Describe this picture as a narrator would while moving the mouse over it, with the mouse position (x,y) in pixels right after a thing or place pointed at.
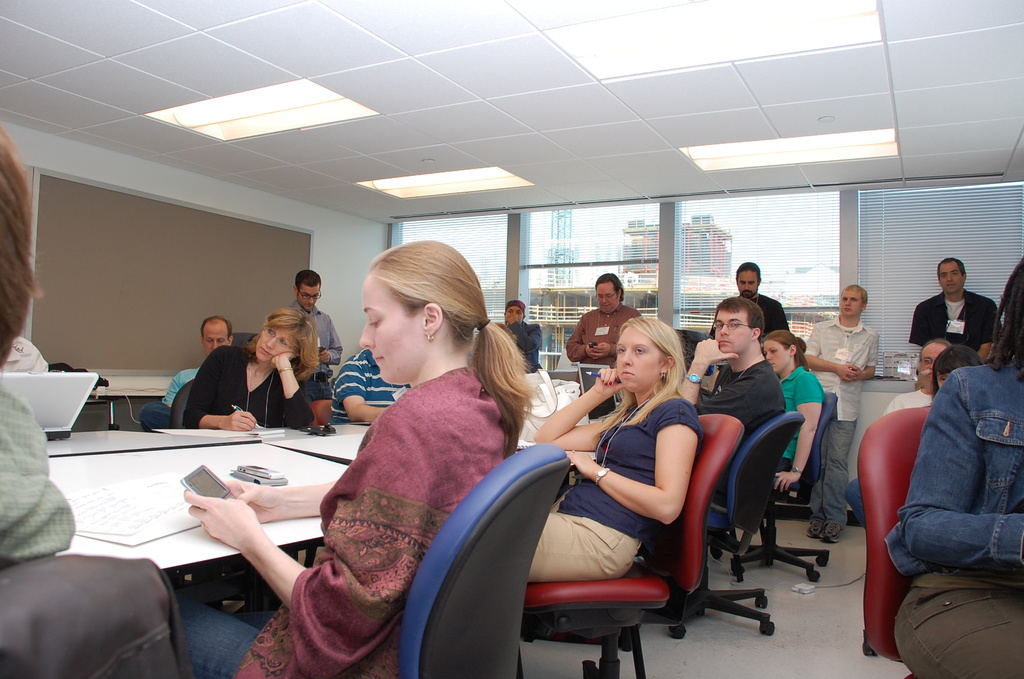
Woman (507,399) sitting on the chair (571,603) around the table (219,462), these are lights (646,52), person (830,347) standing.
